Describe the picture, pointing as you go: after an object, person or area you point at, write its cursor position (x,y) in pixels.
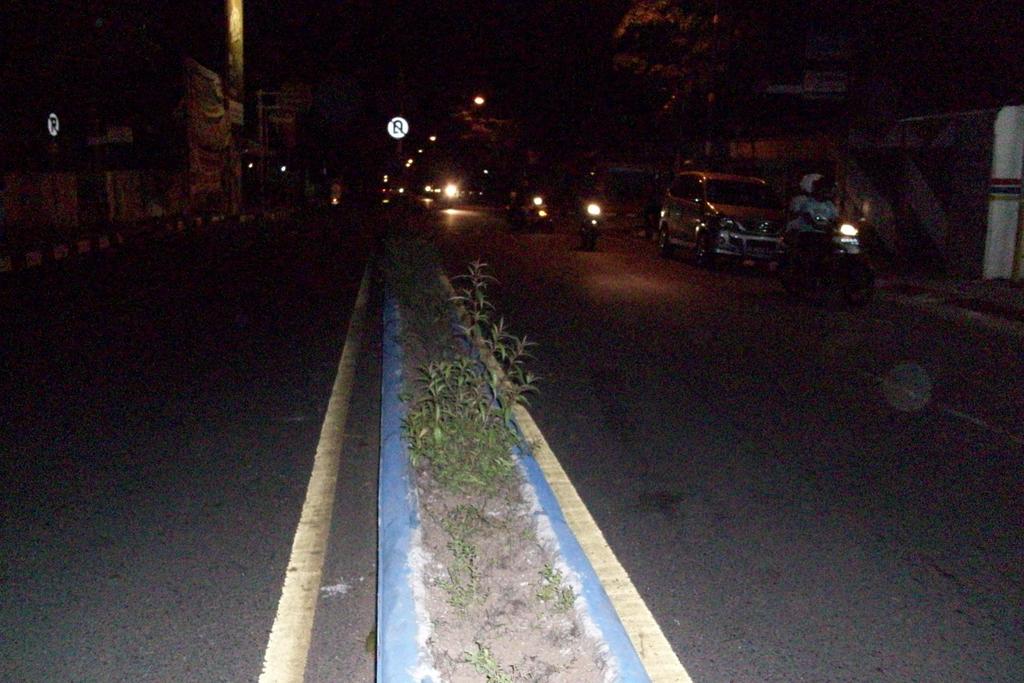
In this image we can see a group of vehicles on the roads (649,313). We can also see some plants (481,471), trees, the sign boards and some lights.
